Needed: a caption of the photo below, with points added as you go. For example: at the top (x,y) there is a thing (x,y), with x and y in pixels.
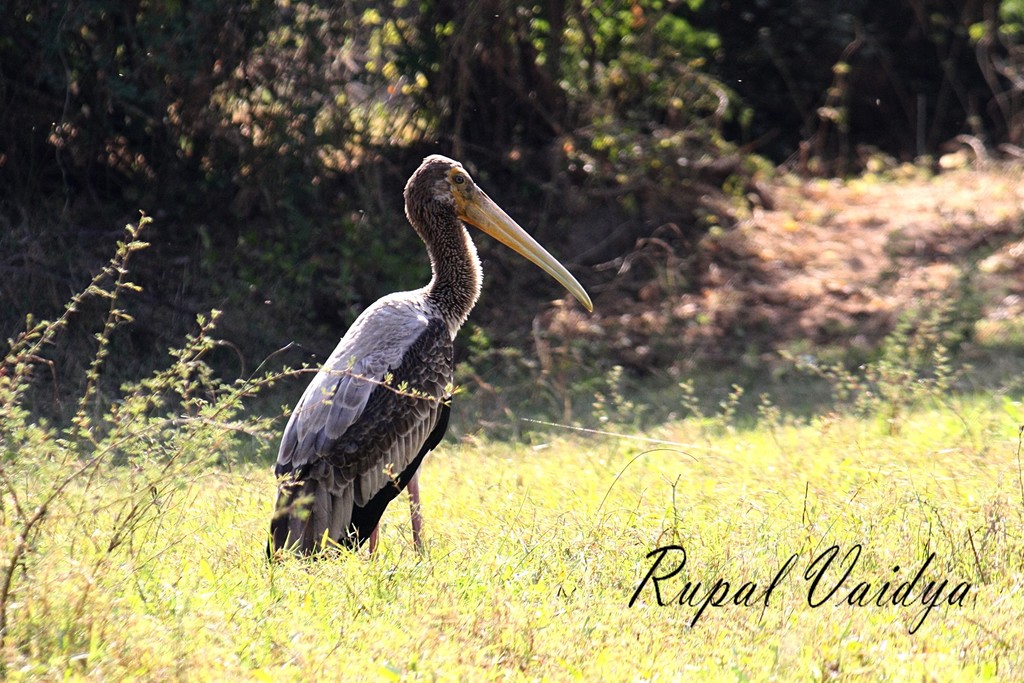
In this image we can see a bird (423,364). On the ground (449,511) there is grass (543,477). In the background (470,100) there are trees (608,84). At the bottom (747,590) something is written.
